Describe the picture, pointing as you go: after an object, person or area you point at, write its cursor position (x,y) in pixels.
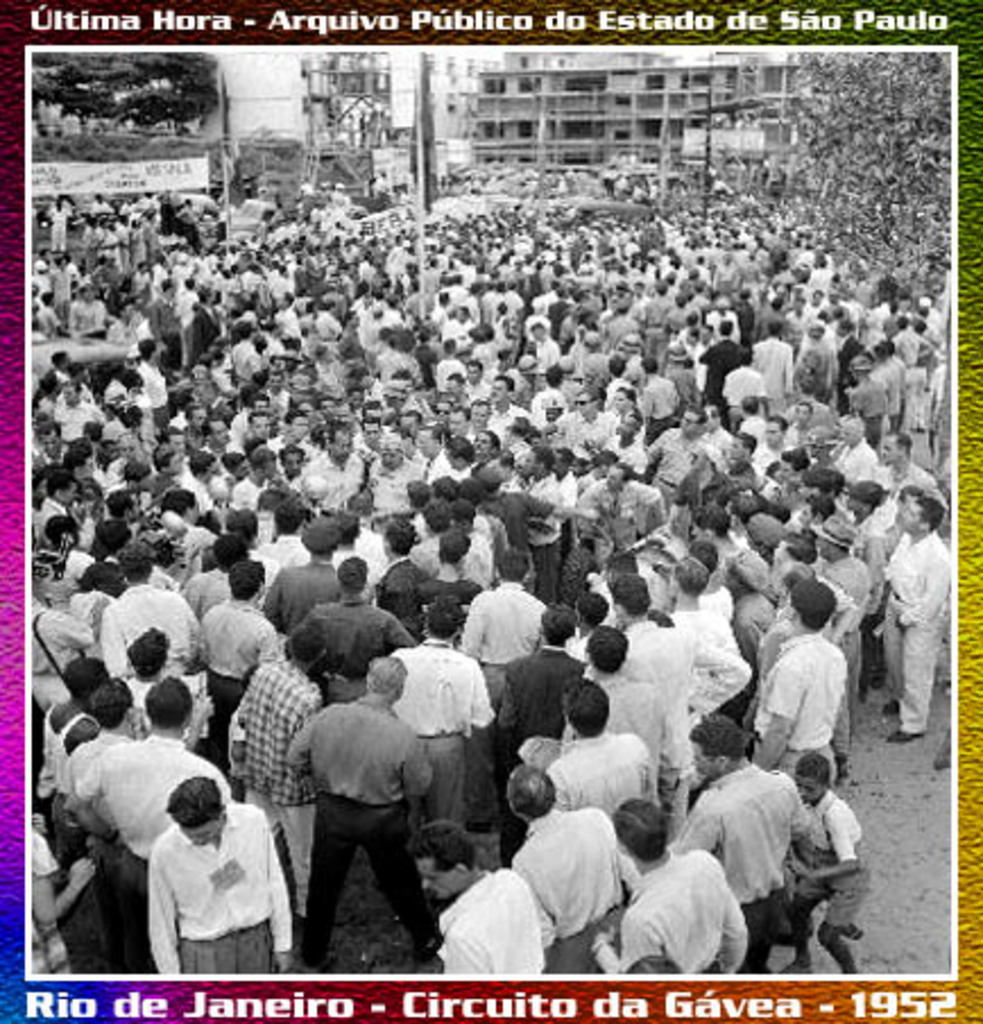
In this image I can see number of people (327,689) are standing. I can also see this image is black and white in colour. I can also see watermarks (952,1012).
